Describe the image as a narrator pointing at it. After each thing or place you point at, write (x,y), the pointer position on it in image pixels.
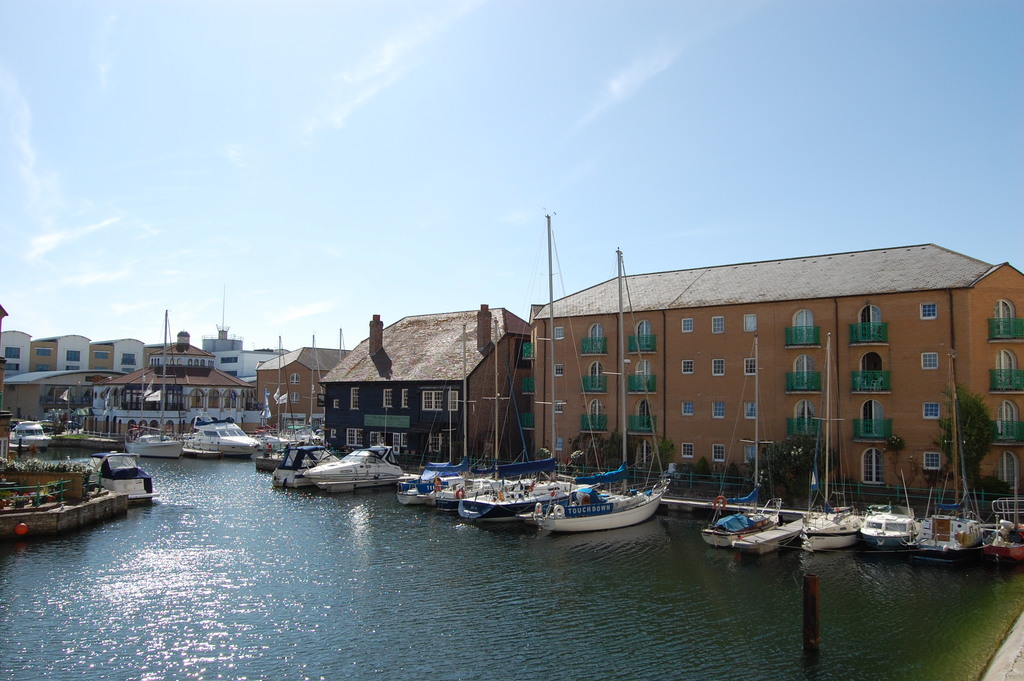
In this image, we can see boats (391,481) on the sea (307,593), and in the background (374,350), there are buildings (489,402).
